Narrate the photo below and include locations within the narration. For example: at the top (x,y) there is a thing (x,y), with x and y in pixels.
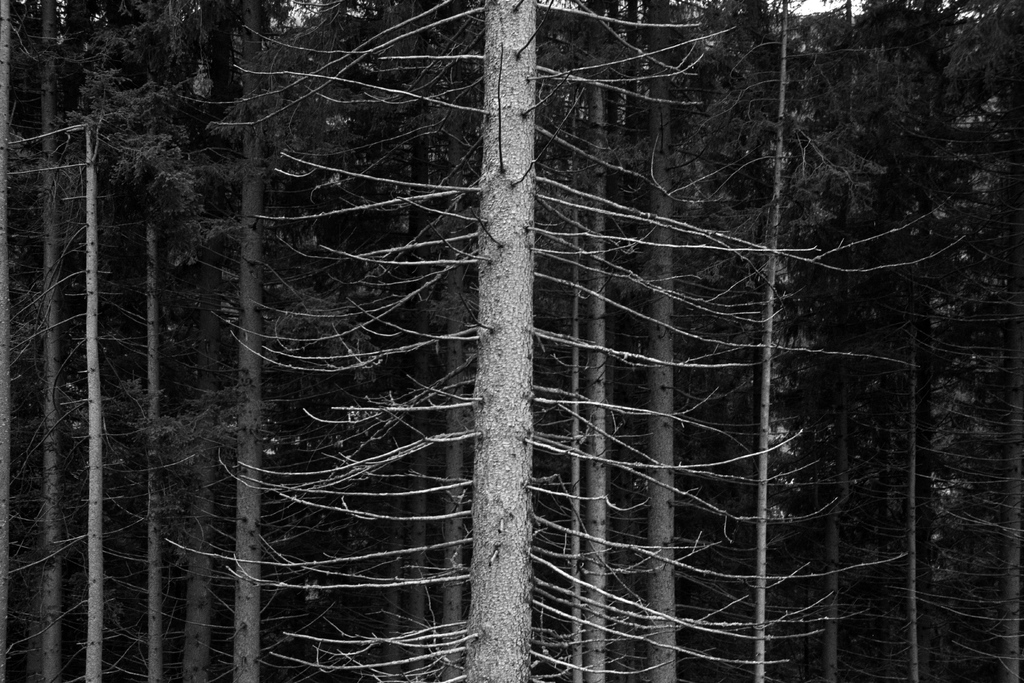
This picture is taken from the outside of the city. In this image, in the middle (526,300), we can see a tree (529,196) without leaves. In the background (46,106), we can see some trees (868,29) and plants (814,210). At the top (804,8), we can see a sky (860,5).
